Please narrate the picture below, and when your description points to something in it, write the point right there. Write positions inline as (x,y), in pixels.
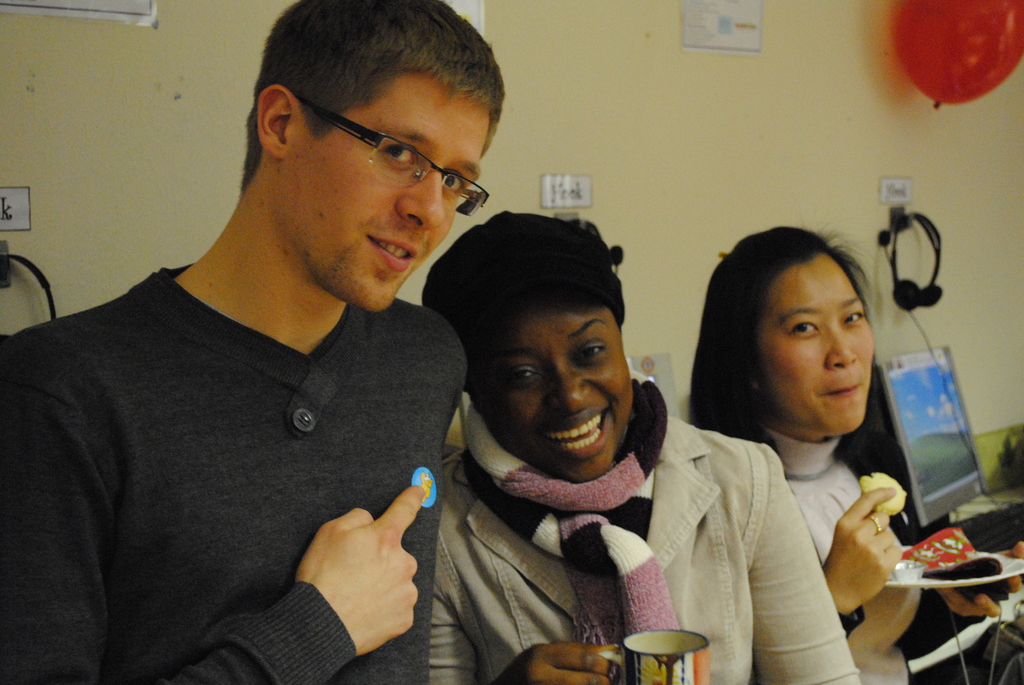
On the left side (228,608) a man (228,608) is pointing his finger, he wore black color t-shirt (275,480), spectacles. In the middle (553,246) a woman (579,493) is smiling and also holding the cup (639,639) in her right hand (592,647), on the right side (919,544) a woman (885,560) is eating the food items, there is a desk top (928,434) at here and at the top (974,32) there is a balloon (972,68) in red color.
